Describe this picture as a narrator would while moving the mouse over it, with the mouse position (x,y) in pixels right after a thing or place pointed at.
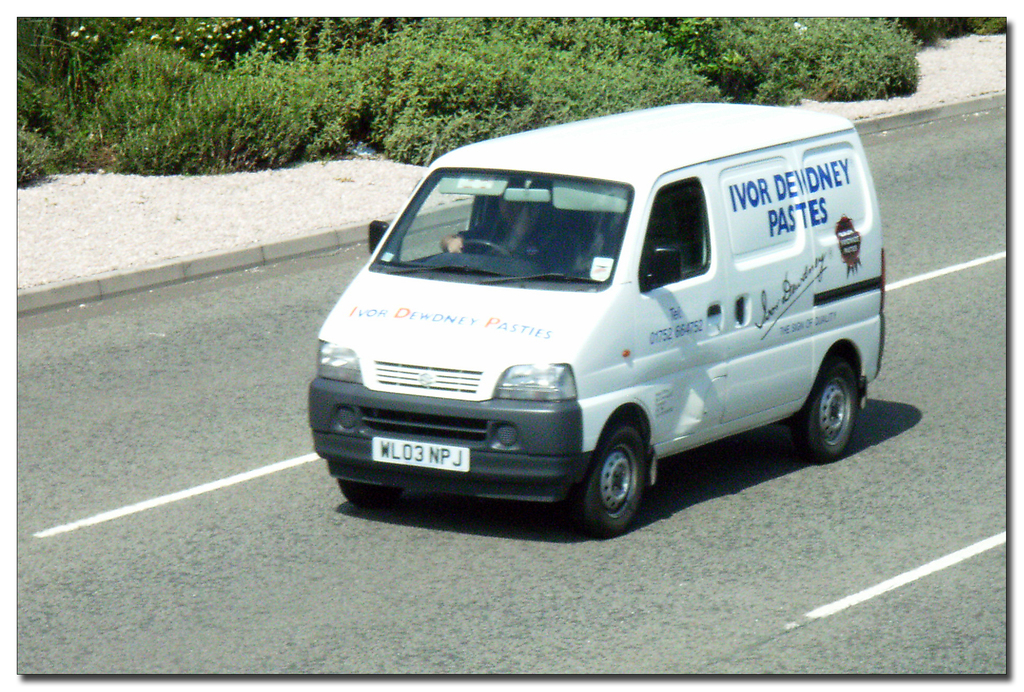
In this picture we can see a vehicle (402,311) on the road (360,561) with a person (515,205) sitting inside it and in the background (36,101) we can see trees (152,104).
